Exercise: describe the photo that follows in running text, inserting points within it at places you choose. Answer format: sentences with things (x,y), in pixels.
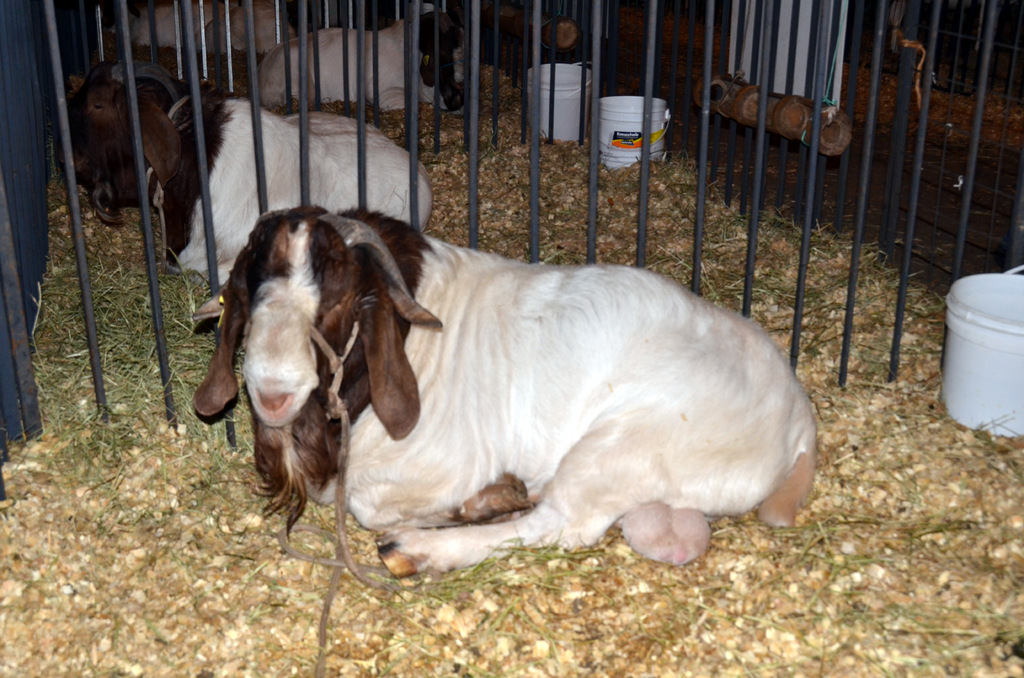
In this image I can see few animals (400,260) which are in brown and white color. I can see few buckets (655,122), fencing (584,52) and dry grass (550,159).
